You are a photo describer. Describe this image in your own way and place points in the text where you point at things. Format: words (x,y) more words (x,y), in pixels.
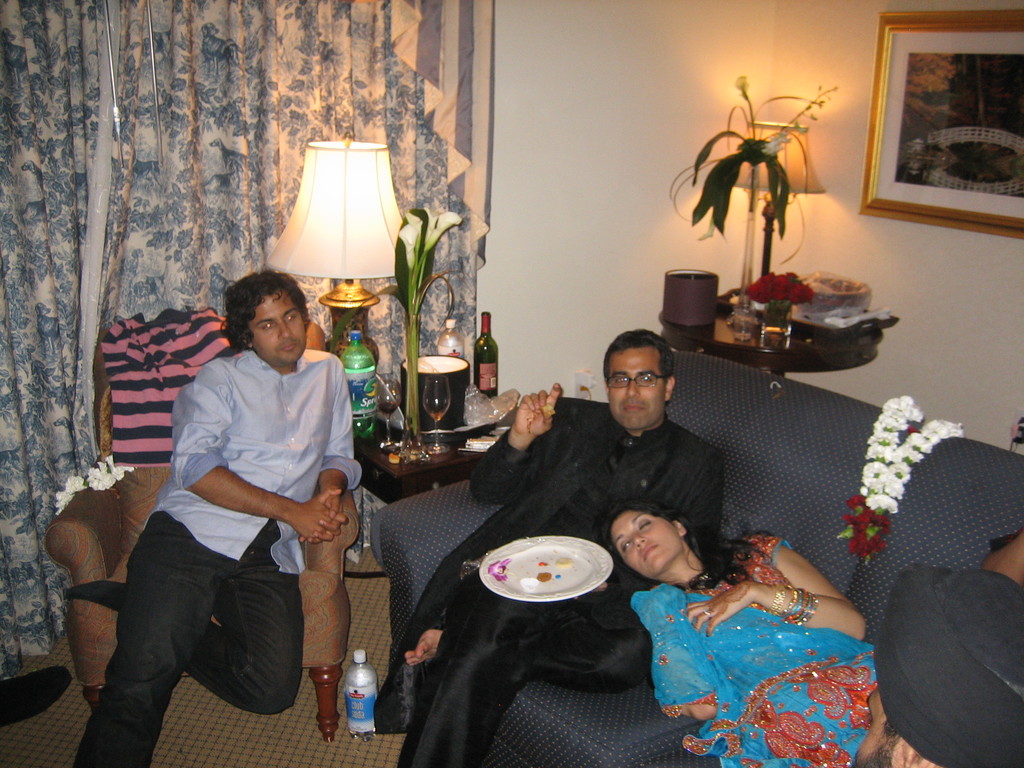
In this picture there are four persons (540,510), one person (564,406) with black dress (521,658) is holding the plate (566,596) and sitting on the sofa (585,697), and beside him there is a women (727,593) she is lying down and at the left side of the person (520,510) there is a person (285,417) sitting with black pant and black shoes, there is an other person (908,641) sitting at the front of the image (965,682). At the back (172,160) there is a curtain (141,132) and in the middle of the image (358,274) there are lamp (381,257), plant (431,256), bottle (369,395), and some flowers (768,294) and at the right (882,212) there is a photo frame (953,190) on the wall (939,314).
